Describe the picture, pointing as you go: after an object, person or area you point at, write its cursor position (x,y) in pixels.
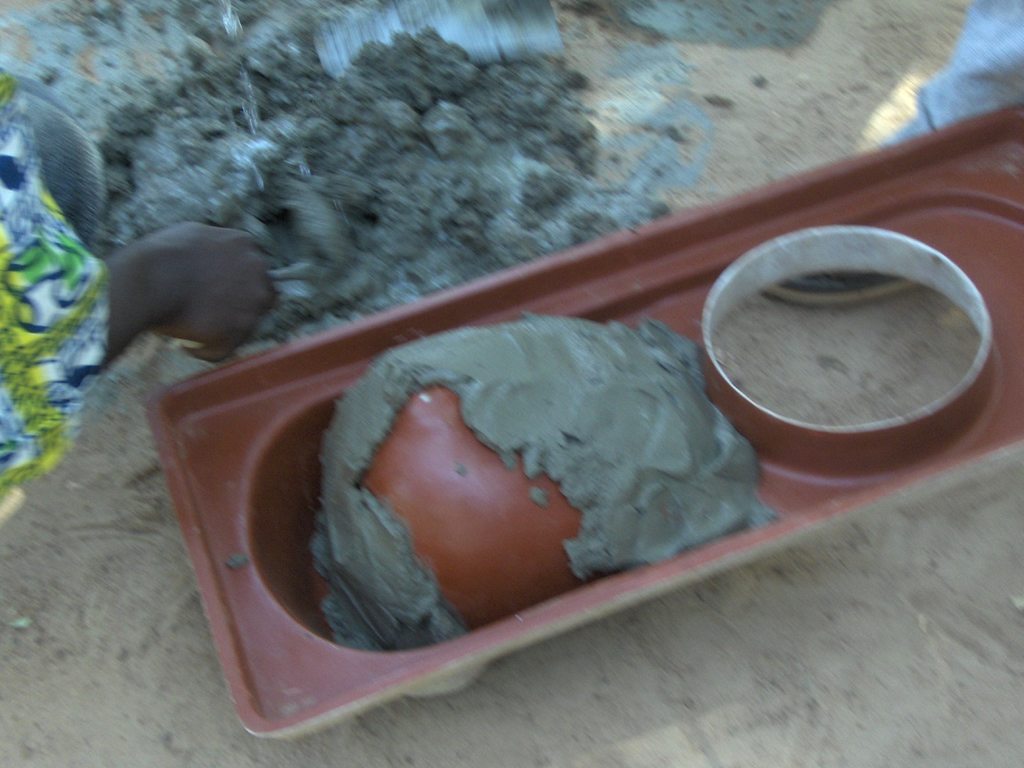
In the image there is a box (454,587) with concrete (513,456) in it. On the left side of the image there is a hand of a person (38,303). And also there is concrete (177,161) on the ground (194,54).
